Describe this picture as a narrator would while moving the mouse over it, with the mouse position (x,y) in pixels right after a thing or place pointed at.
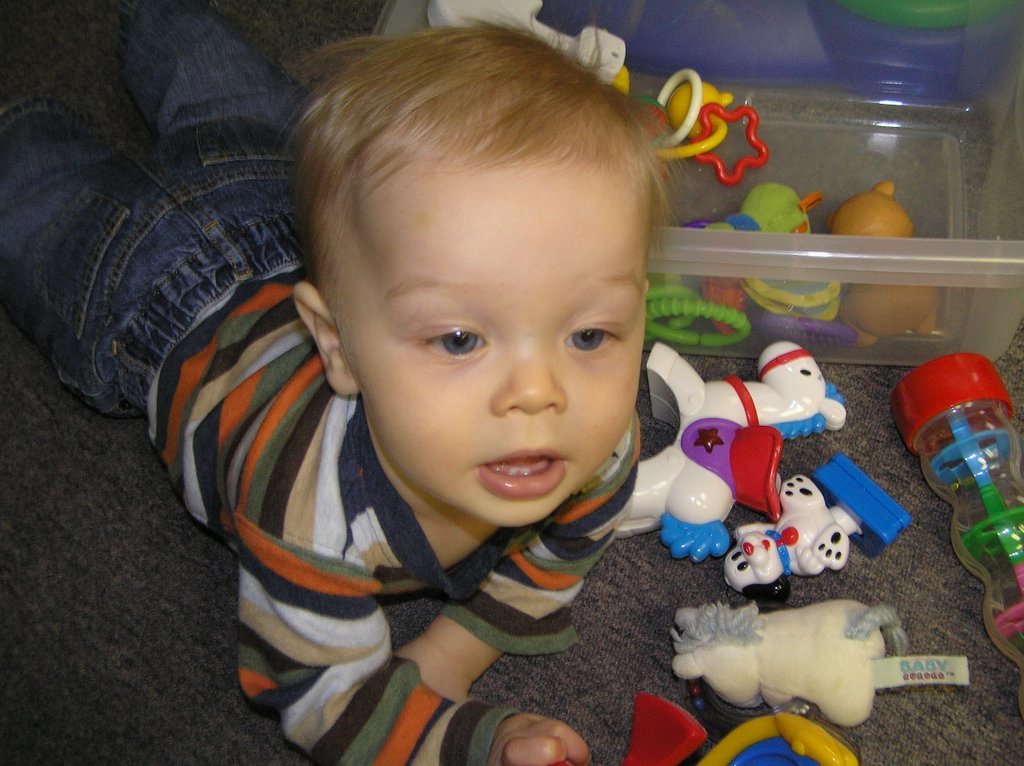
In this image, we can see a kid (198,290) lying on the floor (129,604), we can see some toys (754,425), there is a white color plastic box (811,291).
